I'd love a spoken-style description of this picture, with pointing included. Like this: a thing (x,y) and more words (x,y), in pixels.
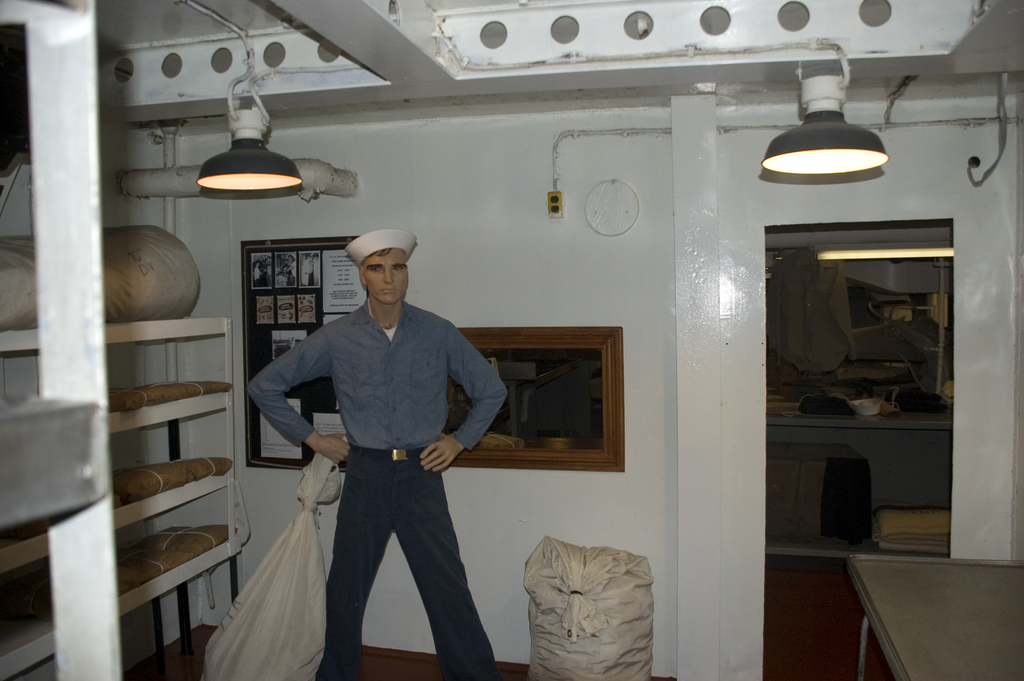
In this image there is a roof (370,30), lights (238,159) are hanged in the roof (269,84), there is a white wall (572,277), there is a board (268,348) with papers (335,294), there are bags (274,632) on the floor (387,659), there is a sculpture (392,430) of a person (356,464), there is a shelf (172,456) towards the left of the image (174,416), there is a table (906,597) truncated toward the right end of the image, there is a shirt (827,319), there are objects (842,534) in the shelves (886,485).
